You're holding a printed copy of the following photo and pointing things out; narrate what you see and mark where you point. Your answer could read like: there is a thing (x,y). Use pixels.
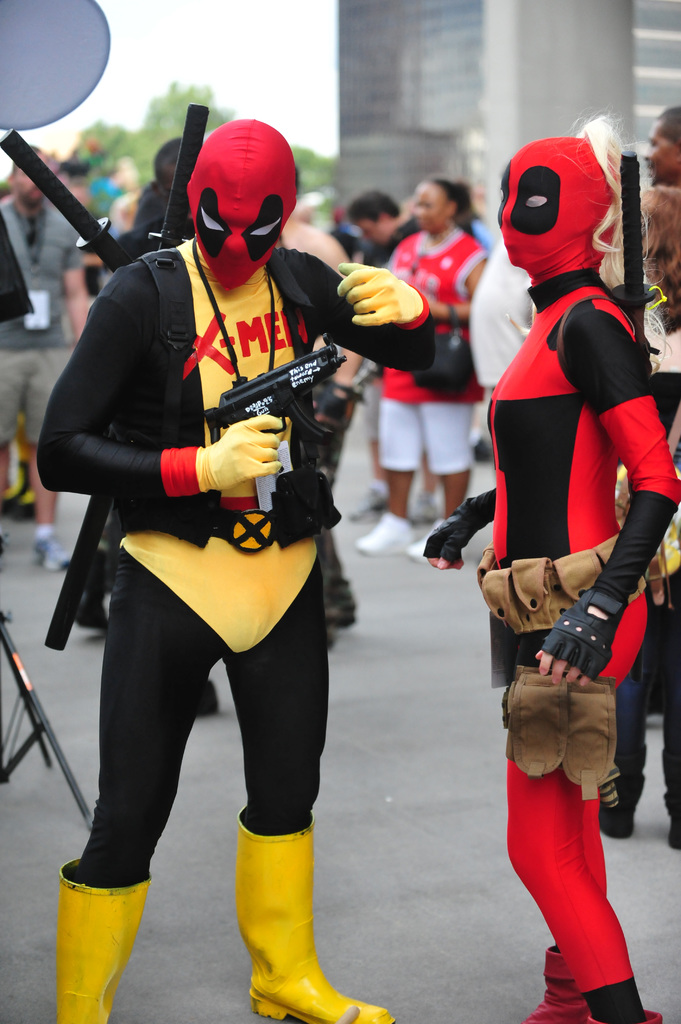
In this picture we can see a gun (249,403), gloves (211,466) and two people (498,610) wore costumes (238,701) and at the back of them we can see rods (44,728), building (388,131), trees (317,176) and a group of people (18,400) standing on the road (475,687) and in the background (155,13) we can see the sky (279,22).
